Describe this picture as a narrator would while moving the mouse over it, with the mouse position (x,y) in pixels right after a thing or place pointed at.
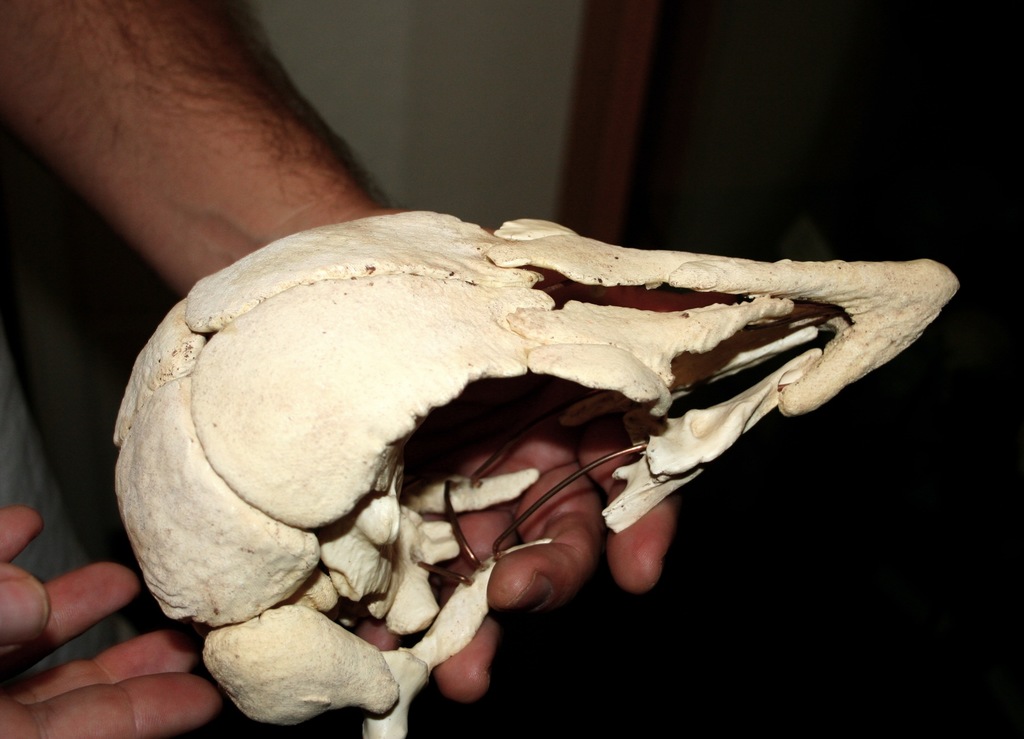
In this image I can see cream colored bone structure (317,335) in a human hand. I can see the white, brown and black colored background (613,674).
